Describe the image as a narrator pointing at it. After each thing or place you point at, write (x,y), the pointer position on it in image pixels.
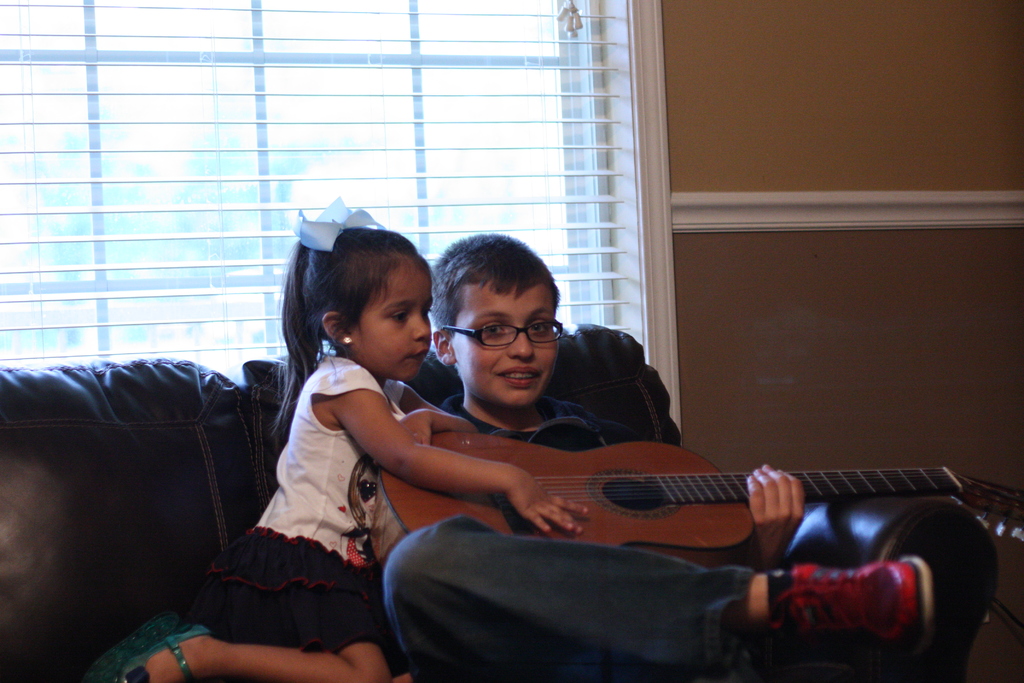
In the given image we can see a boy (468,409) and a girl (415,420) sitting on sofa (174,484). They have guitar (631,505) in their hands (770,493). This is a sofa (141,393) and a window (179,139).
